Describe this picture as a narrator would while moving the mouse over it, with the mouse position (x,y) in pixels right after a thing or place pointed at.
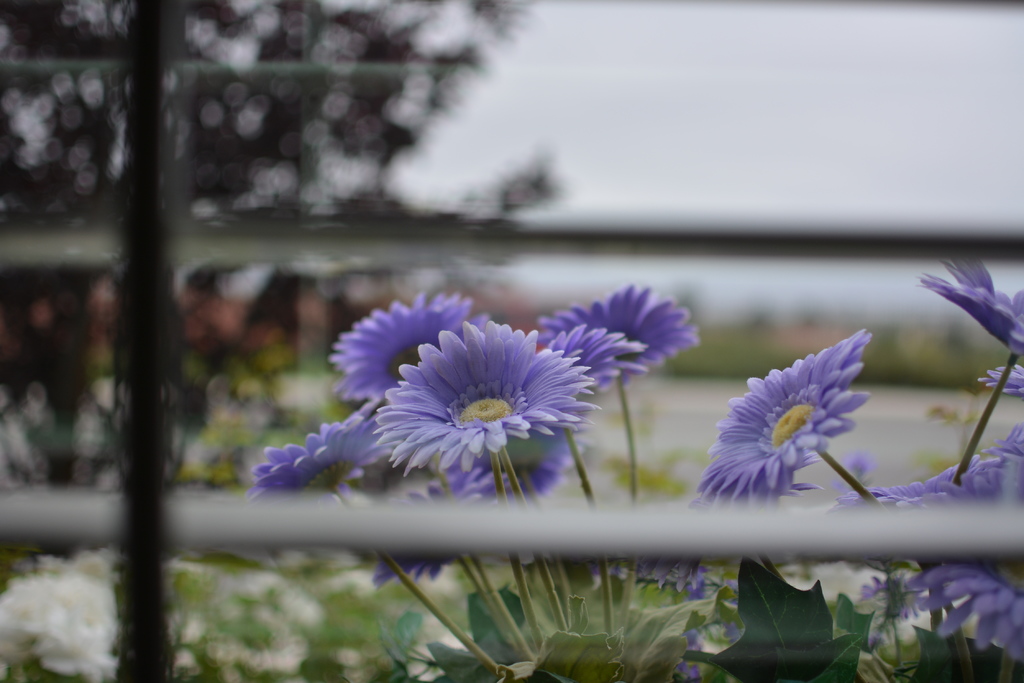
In this image I can see flowering plants (466,404), fence (443,543) and the sky (985,89). This image is taken may be in a garden (422,668).
